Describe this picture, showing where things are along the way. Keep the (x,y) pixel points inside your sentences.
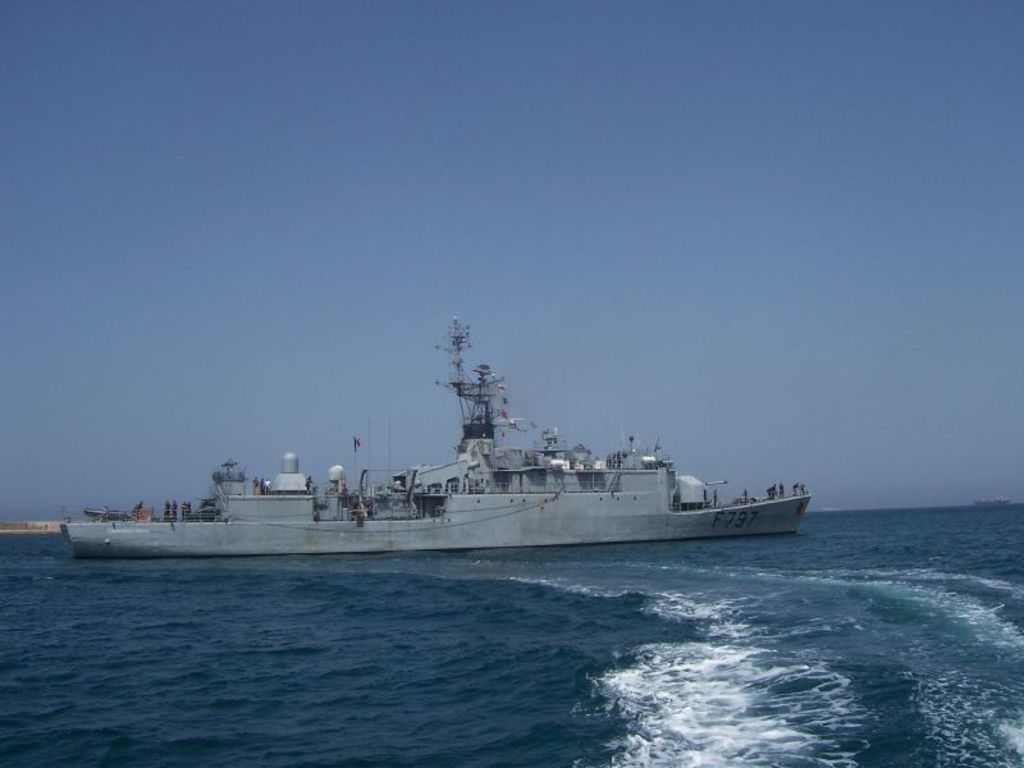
At the bottom of the picture (414,619), we see water (418,686) and this water (579,618) might be in the sea (689,637). In the middle of the picture (554,494), we see a boat (450,513). At the top of the picture (392,172), we see the sky (530,156), which is blue in color.
